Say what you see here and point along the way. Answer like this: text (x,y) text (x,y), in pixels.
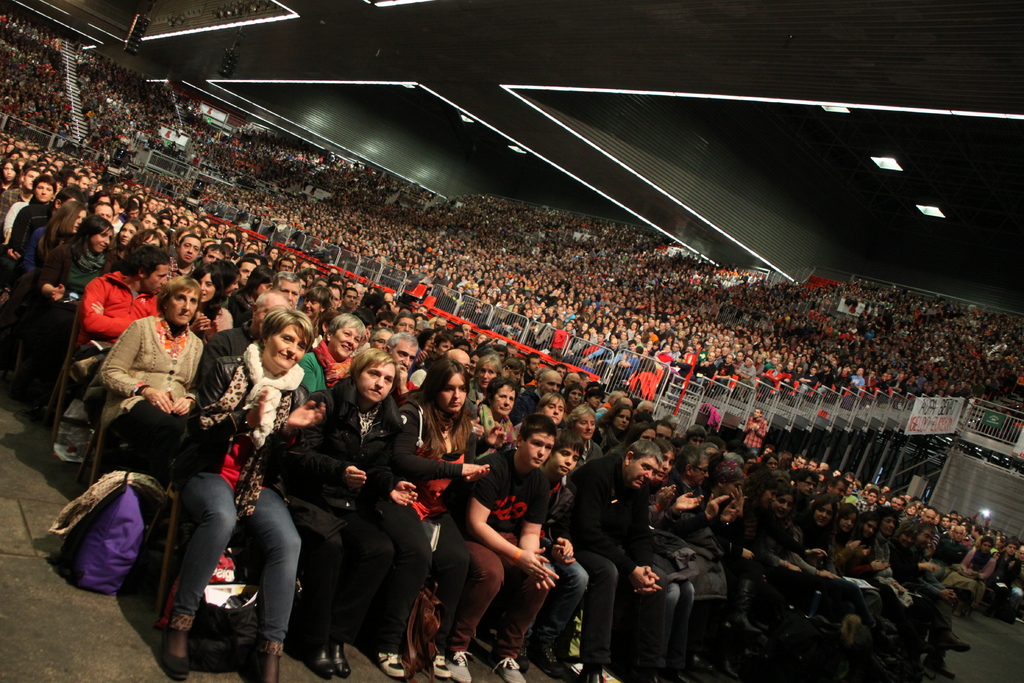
This image consists of many people (277,396) sitting on the chairs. It looks like a stadium (526,283). At the top (408,31), there is a roof (511,61) along with lights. At the bottom (85,656), there is a floor (41,667).
